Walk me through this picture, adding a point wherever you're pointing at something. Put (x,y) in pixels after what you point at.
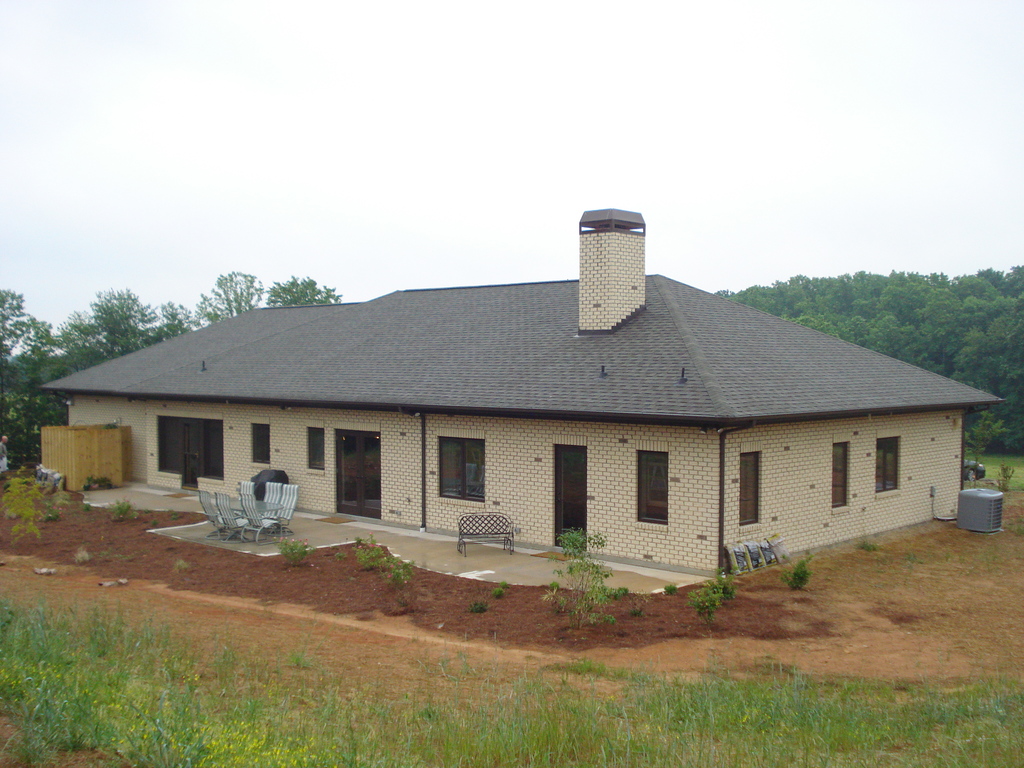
This image is clicked outside. There is a house (494,495) in the middle (494,495). There are chairs (287,525) in the middle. That house (479,480) has windows (471,492) and doors (361,482). There are trees (23,359) on the left side (11,362) and right side (1000,323). There is grass (377,732) at the bottom (422,759). There is sky (573,131) at the top (573,131).
